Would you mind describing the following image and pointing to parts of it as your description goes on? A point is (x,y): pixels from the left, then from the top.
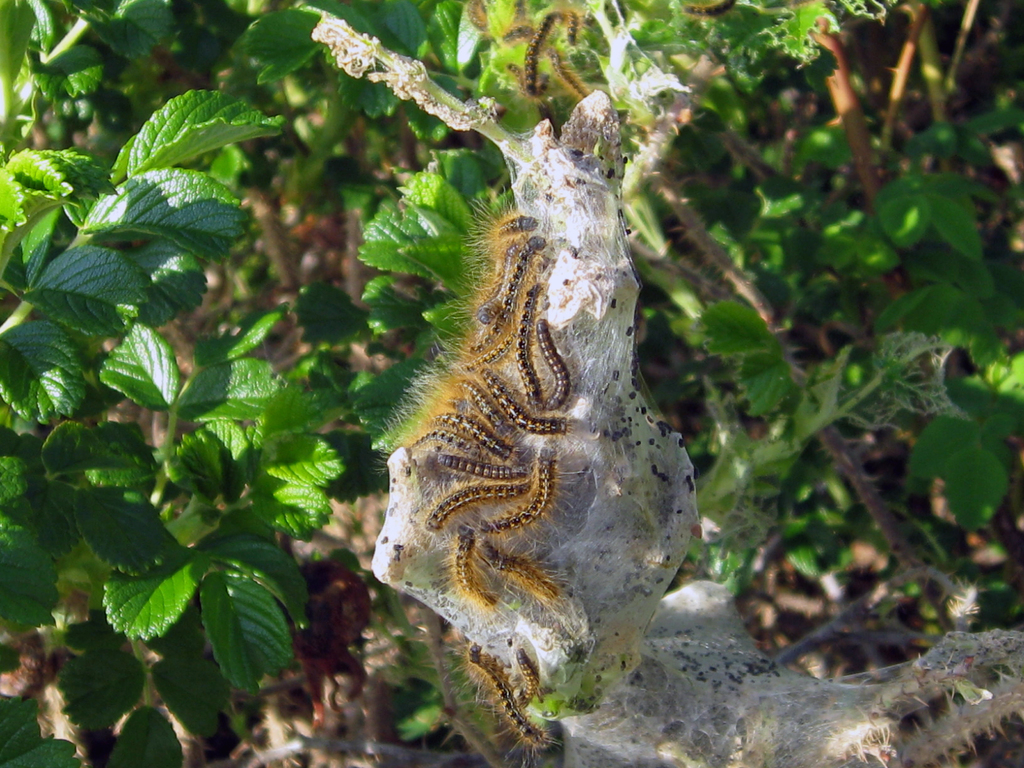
In the picture I can see insects (471,541) on something (588,592) in white color. I can also see plants (219,398) in the background (690,160).
